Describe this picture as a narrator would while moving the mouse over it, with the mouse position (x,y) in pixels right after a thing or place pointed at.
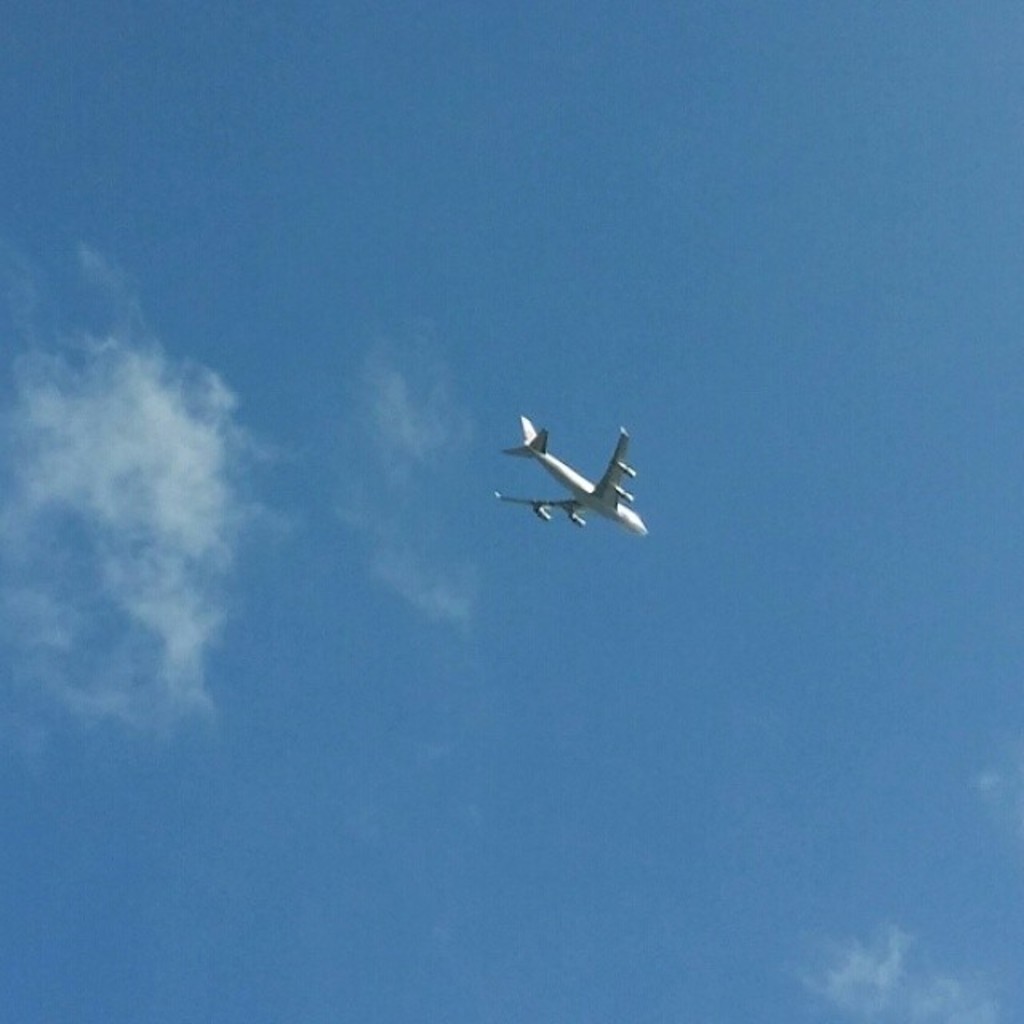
In the middle of this image (600,493), there is a white color airplane (582,482) flying in the air (204,331). In the background (253,409), there are clouds (83,454) in the blue sky (279,297).
